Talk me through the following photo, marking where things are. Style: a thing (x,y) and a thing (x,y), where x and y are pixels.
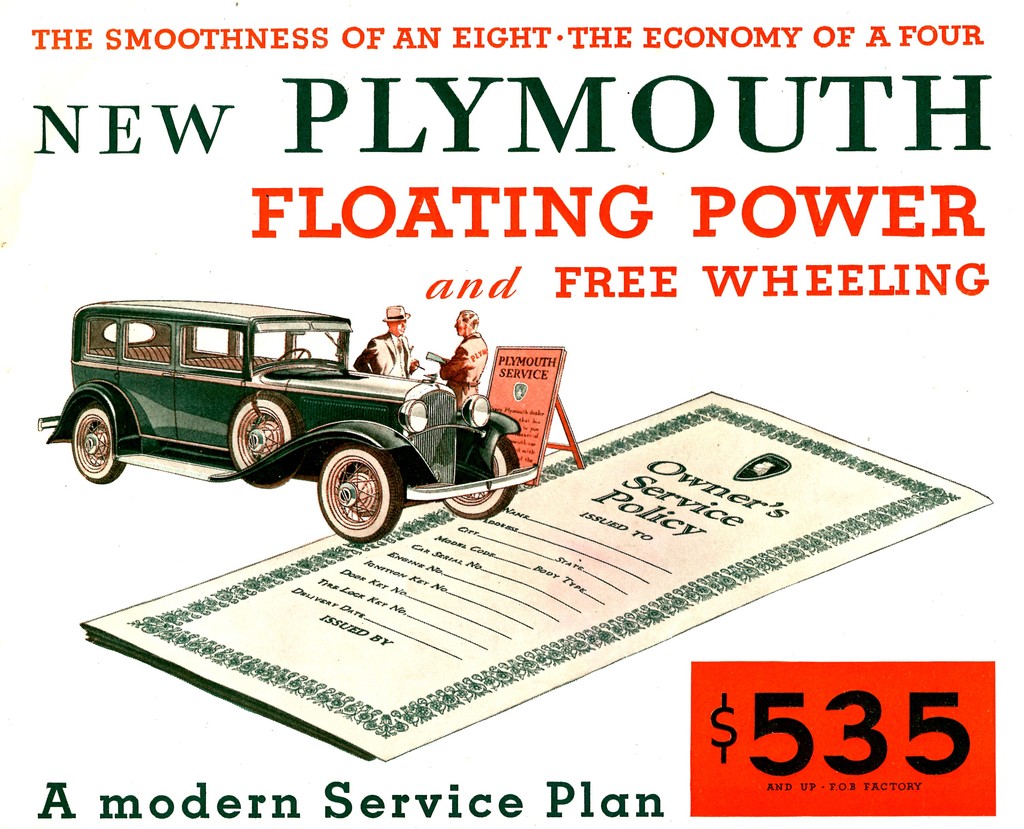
In this image there is a poster (406,283) with text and a picture (248,407) of a car (210,387) and two people (375,361).
